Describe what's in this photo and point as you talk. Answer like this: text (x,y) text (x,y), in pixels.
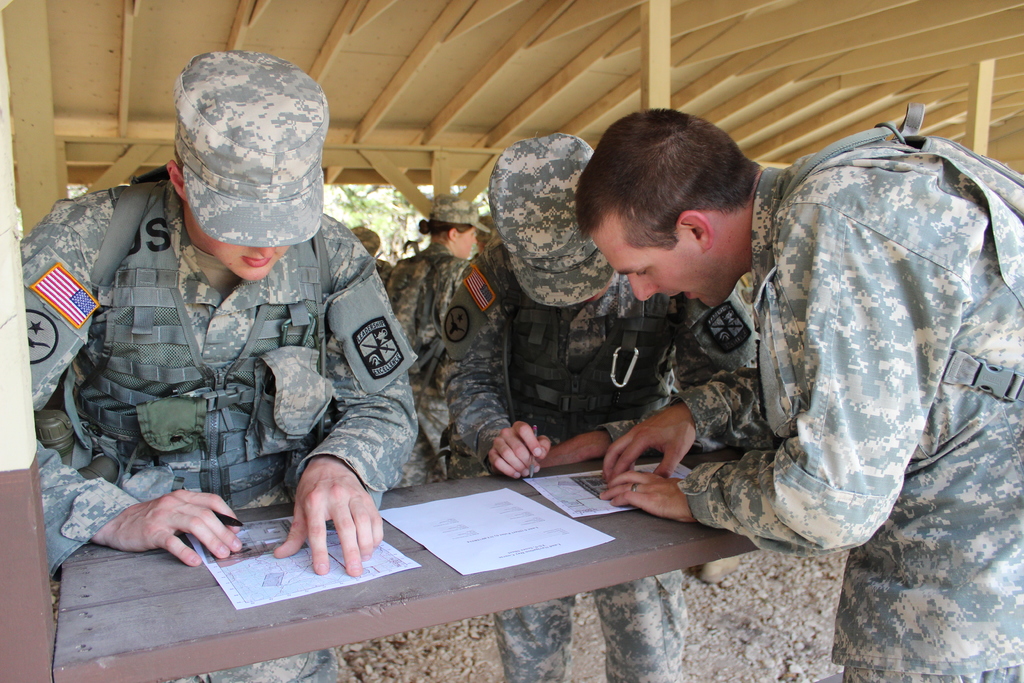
In the image we can see there are people (969,362) standing, wearing army clothes (445,356). There is a table (572,566), on the table (445,577) there are papers (477,540), this is a pen (227,523), stand (642,74), pole (642,89) and trees (371,190), this is a cap (220,138).
